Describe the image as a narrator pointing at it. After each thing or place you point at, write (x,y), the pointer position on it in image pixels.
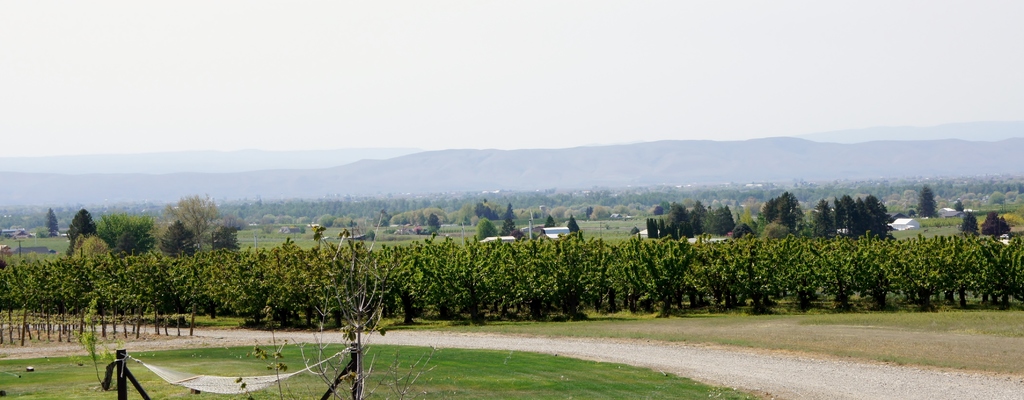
In this picture I can see trees (383,262), buildings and hills (274,153) and a cloudy sky (403,79) and I can see poles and grass (421,376) on the ground (533,362).
